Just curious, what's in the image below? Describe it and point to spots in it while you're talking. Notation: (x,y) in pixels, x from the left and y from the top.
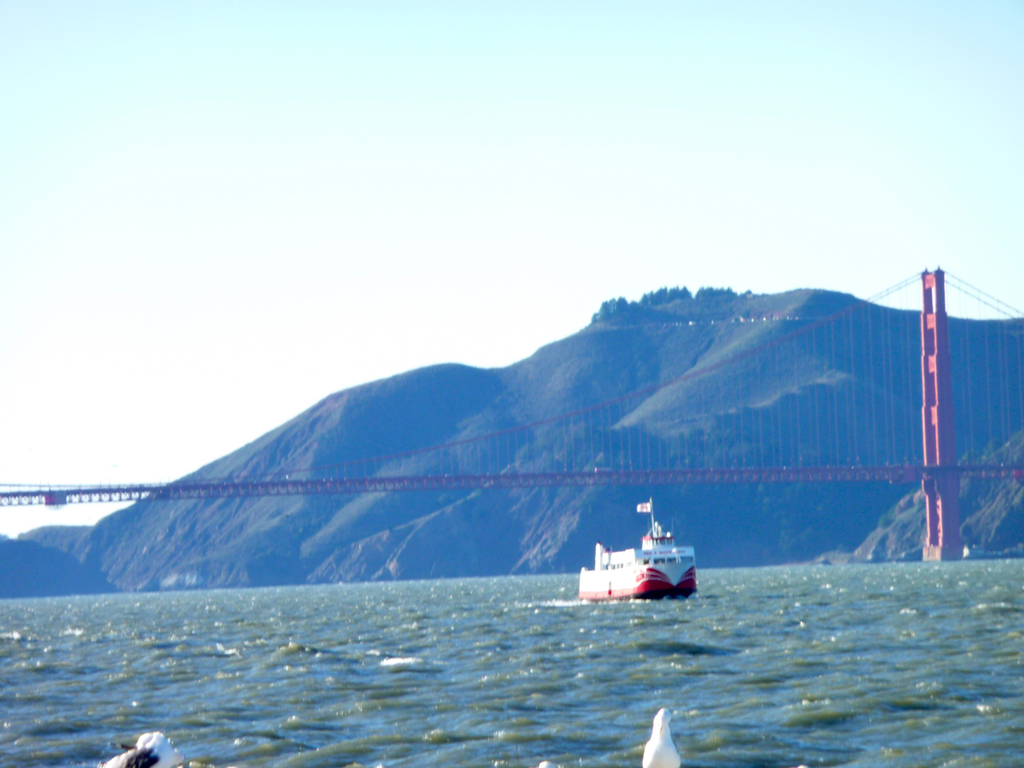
In this picture we can see a ship (637,592) on the water (606,602) and behind the ship (673,550) there is a bridge (526,478), hill (571,468) and a sky (471,228).
